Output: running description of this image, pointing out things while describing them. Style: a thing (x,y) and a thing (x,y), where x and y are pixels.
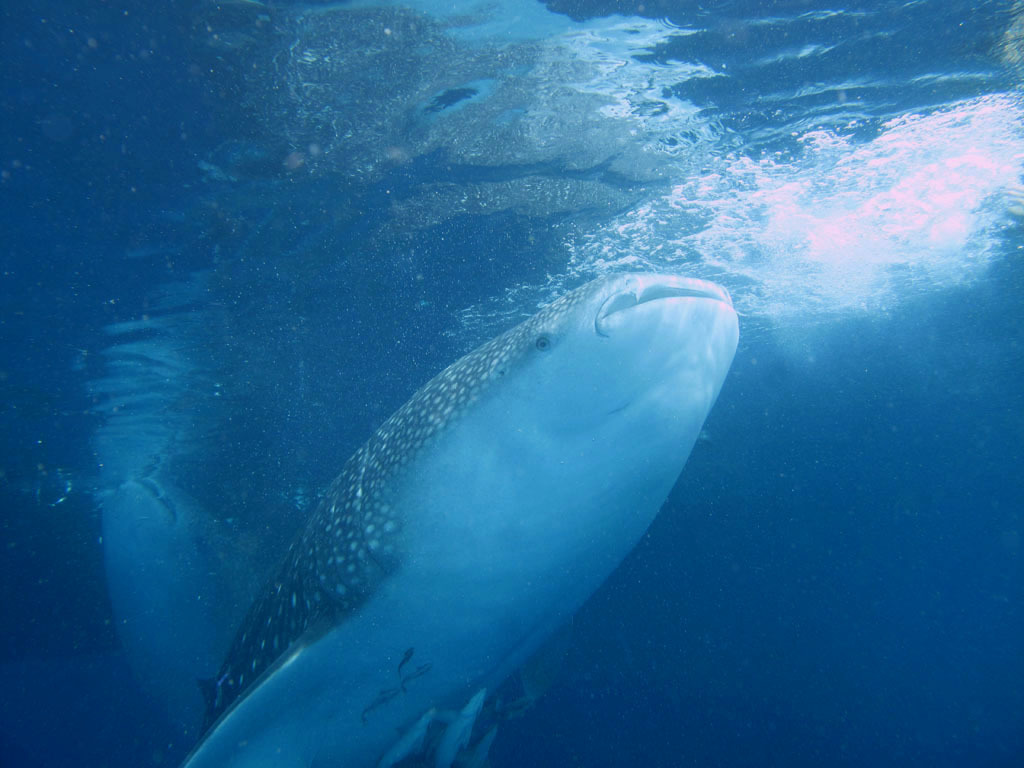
In this image there is a fish (459,433) is in water (942,660). Bottom of image (394,757) there are few small fishes (479,701) in water (491,717).
